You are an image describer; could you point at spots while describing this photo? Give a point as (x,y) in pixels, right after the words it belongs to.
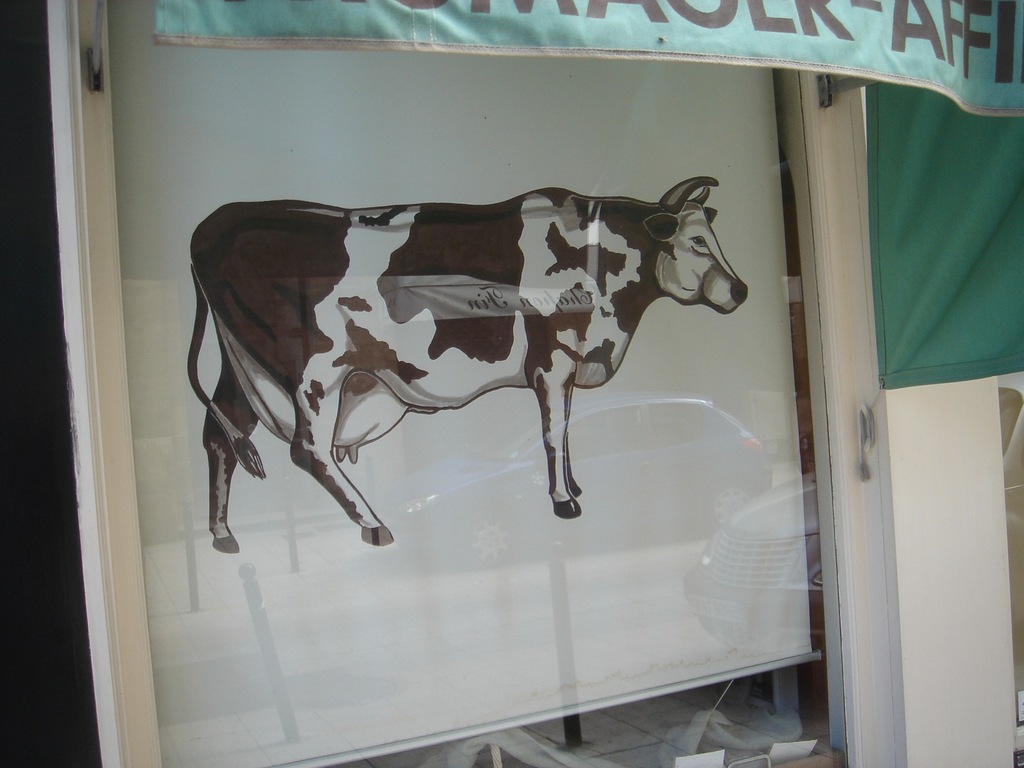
There is a painting (264,237) of a cow (389,219) on white color sheet (499,185). This is covered with a glass (769,314). Above this painting (372,271), there is a banner (792,28). On the right side (961,163), there is a green color sheet (966,177). In the background (965,509), there is a white wall (958,490).
